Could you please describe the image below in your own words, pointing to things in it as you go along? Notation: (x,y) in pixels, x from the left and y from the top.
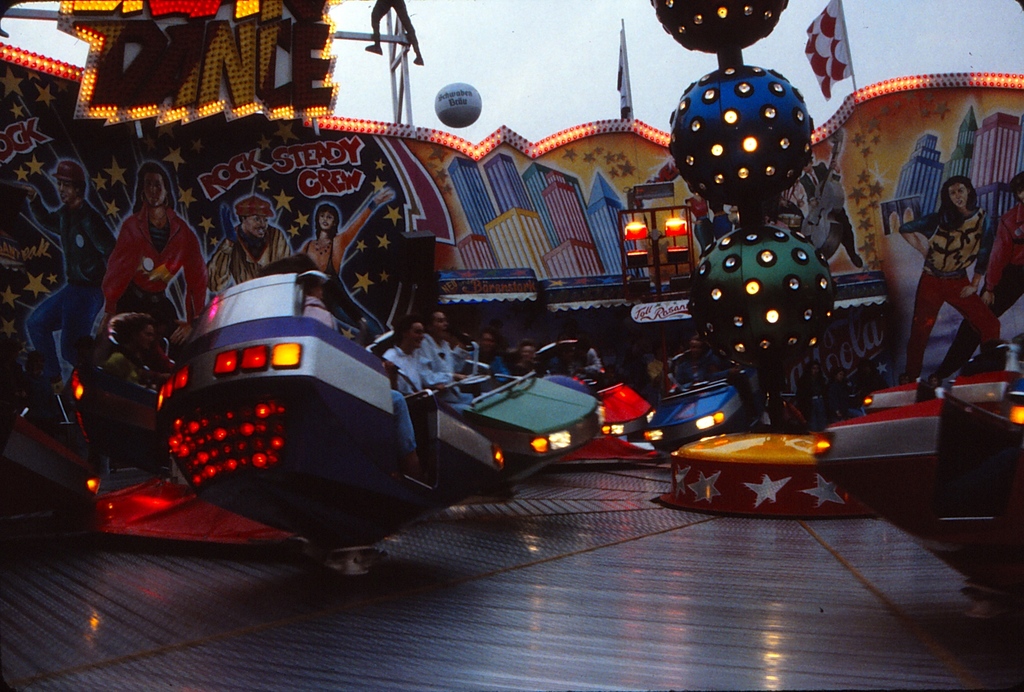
In this picture we can see a few people (132,377) on rides (459,481). There are some posters (996,126) from left to right. We can see some lights (208,455).
